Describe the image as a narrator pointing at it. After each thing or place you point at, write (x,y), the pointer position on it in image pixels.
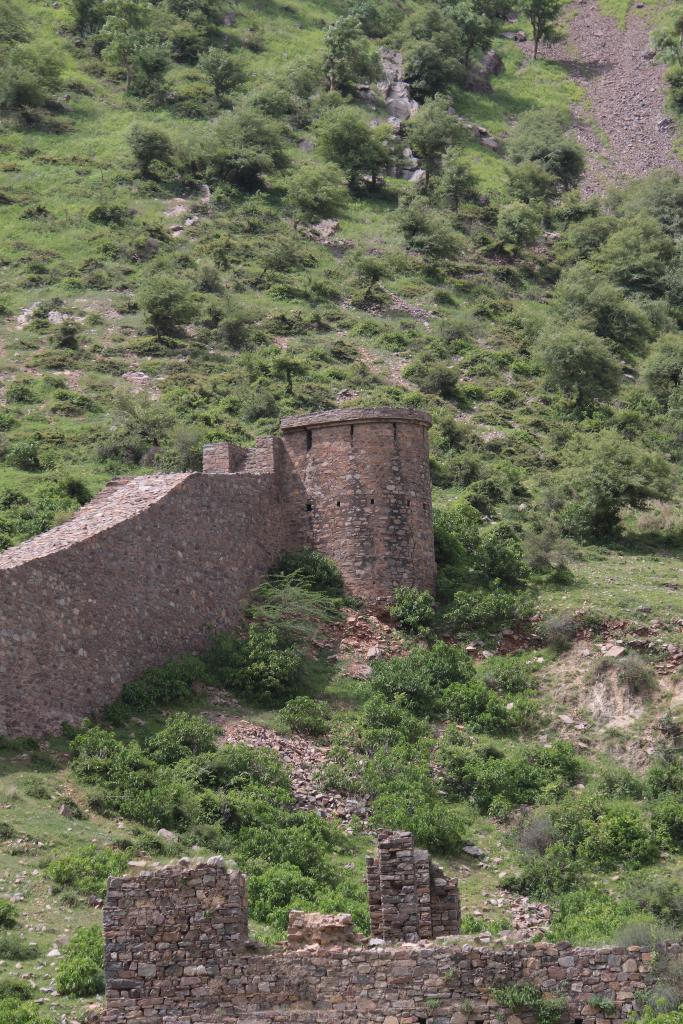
This is an outside view. At the bottom of the image (270,979) there is a wall (210,961). On the left side (107,582), I can see a fort (243,545). Around this I can see many plants (345,184) and trees (262,135) on the ground (514,286).
